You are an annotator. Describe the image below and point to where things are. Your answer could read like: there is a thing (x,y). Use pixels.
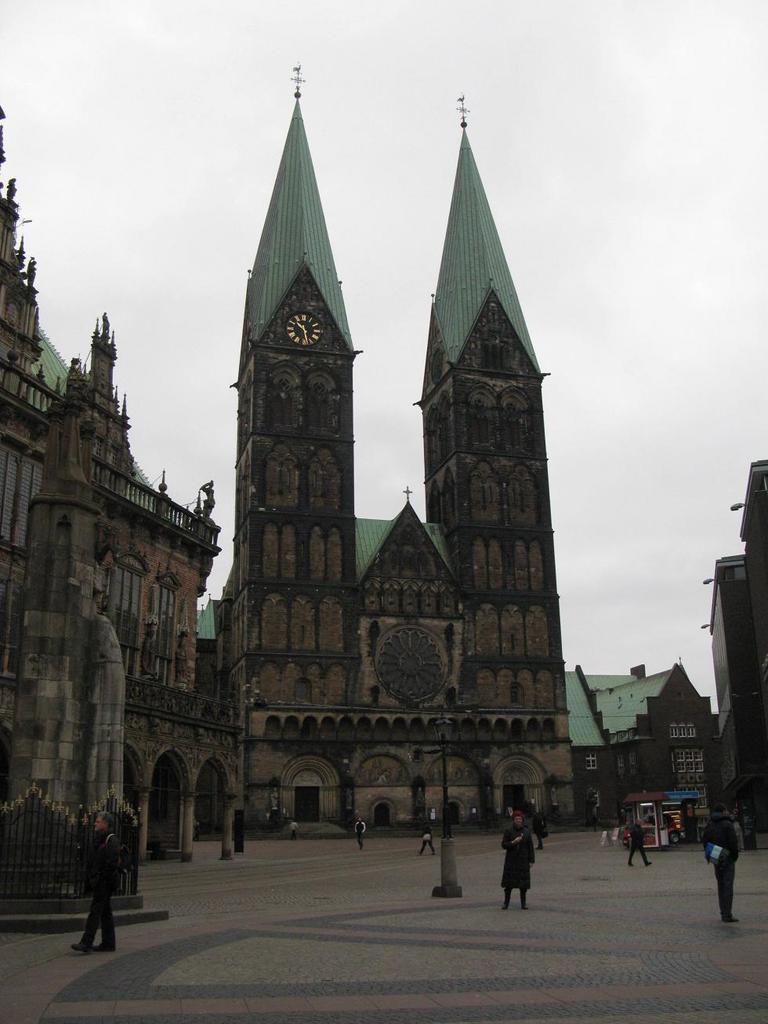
In this image we can see few people (514,875) on the road (618,930), there are few vehicle (674,810), metal railing (54,885), few buildings (437,714) and the sky (108,236) in the background (365,176).
